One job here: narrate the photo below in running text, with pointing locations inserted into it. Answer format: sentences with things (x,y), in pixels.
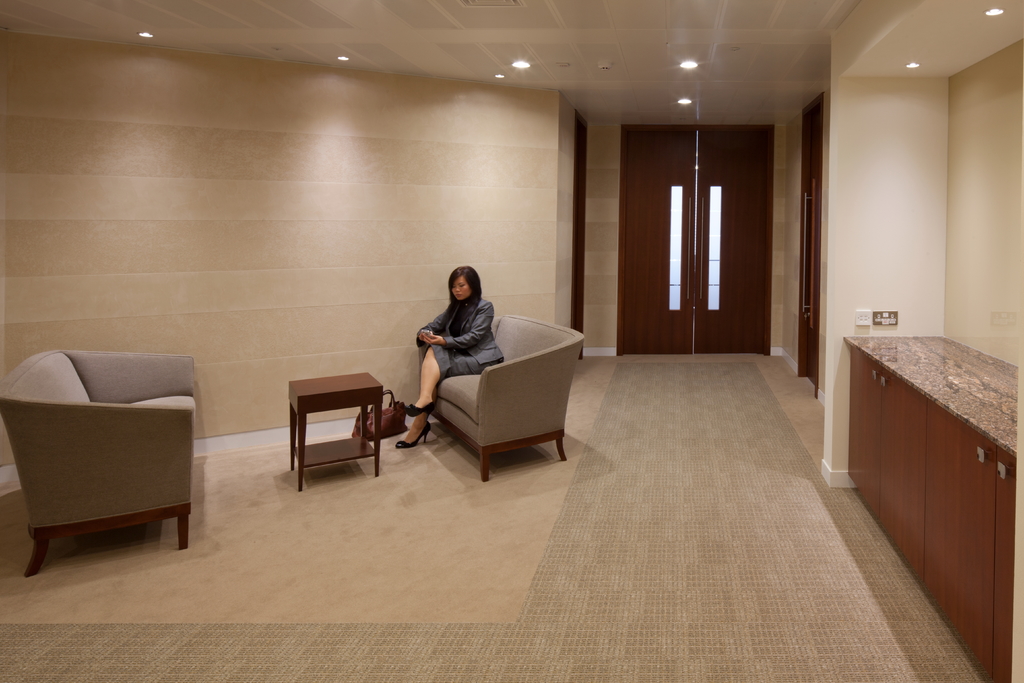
It seems to be the image is taken inside the room (517,479). In the image there is a woman (455,339) sitting on couch (518,344) beside the woman (462,328) we can also see a hand bag (392,411). On right side (860,350) there is a table (1004,430), door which is closed and a switch board (886,316). On left side (147,360) we can see a couch (162,358) and a table (320,397) in background (752,173) we can see a door (657,206) which is closed and at bottom (713,491) there is a mat (637,616), on top (564,42) there is a roof (494,72) with few lights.
